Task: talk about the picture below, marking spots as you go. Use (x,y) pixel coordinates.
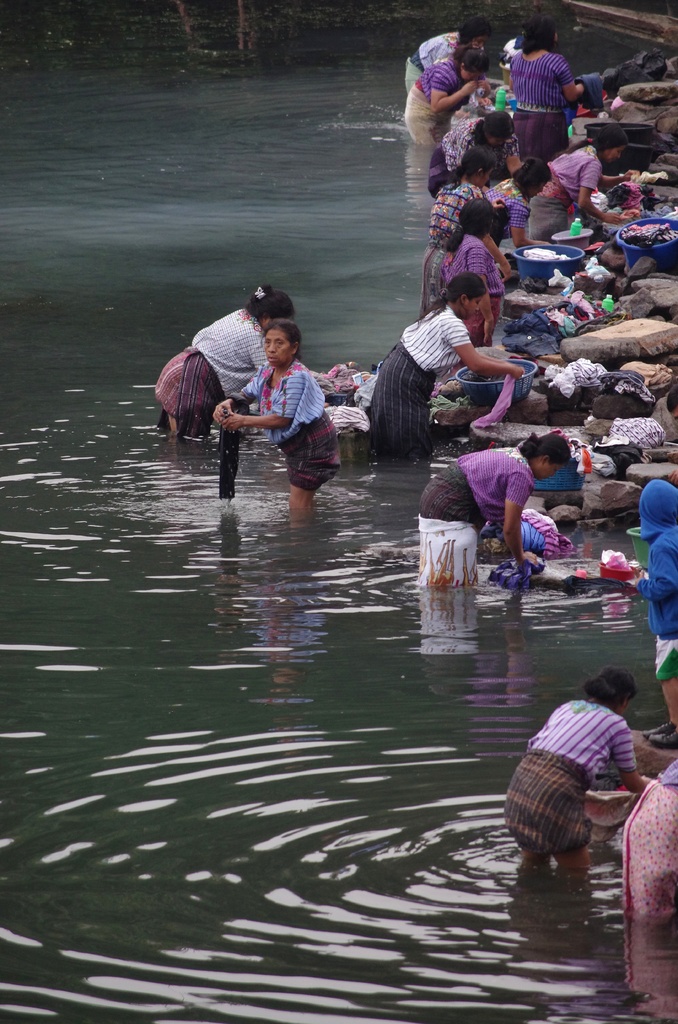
In the picture we can see few women (445,43) are washing the clothes (559,328) in the water (276,789) and some of them are in the purple color clothes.
